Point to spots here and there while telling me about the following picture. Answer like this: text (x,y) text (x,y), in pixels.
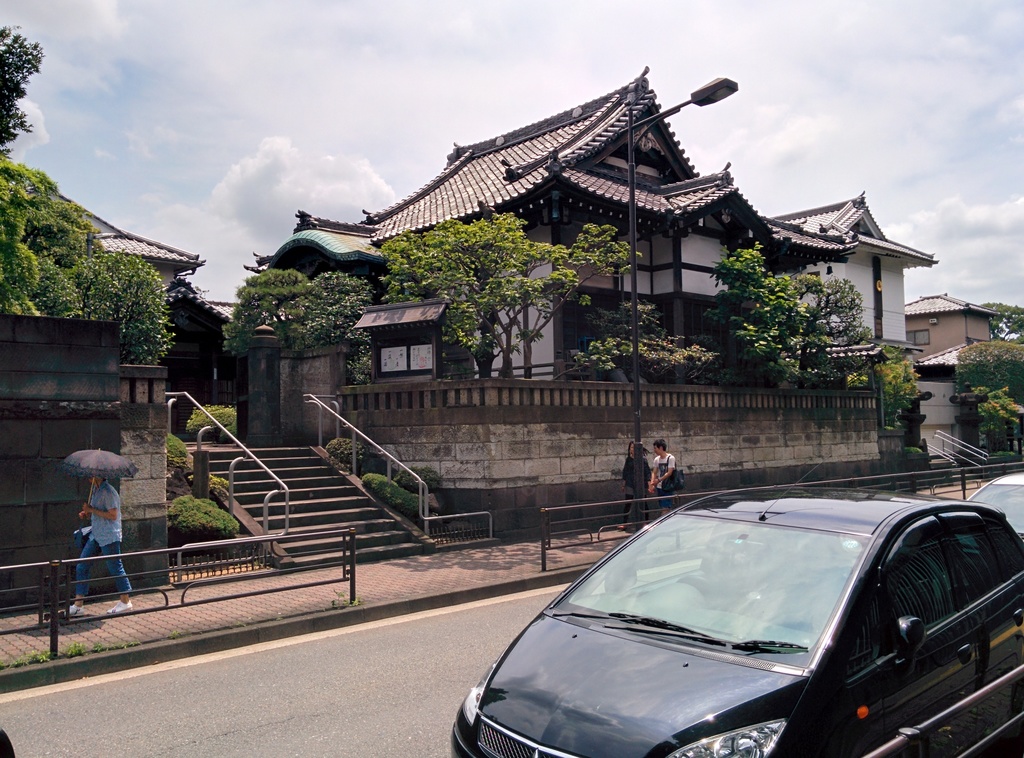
At the bottom (947,569), we see the cars (879,550) moving on the road (371,743). In the middle (626,469), we see three people (97,531) are walking on the footpath (227,590). Beside them, we see a light pole (637,479) and the railing (564,506). The man (114,509) on the left side (118,612) is wearing a blue shirt (117,523) and he is holding an umbrella (103,458) in his hands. In the middle (350,500), we see the staircase (262,476) and the stair railing (199,442). There are trees (282,277) and the buildings (942,370) in the background (833,316). At the top (155,132), we see the sky (188,116) and the clouds (288,168).
